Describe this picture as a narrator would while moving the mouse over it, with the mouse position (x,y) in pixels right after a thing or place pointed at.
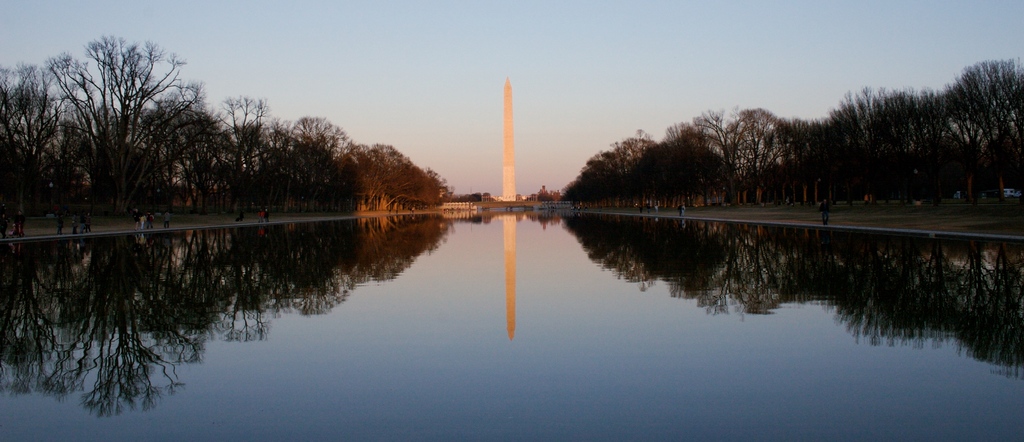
In this picture we can see water (565,385) at the bottom (642,359), on the right side (797,166) and left side (282,196) there are trees (724,192), some people (87,226) and grass (104,226), we can see a tower (506,181) in the middle (506,154), there is the sky (516,37) at the top of the picture (545,41).
